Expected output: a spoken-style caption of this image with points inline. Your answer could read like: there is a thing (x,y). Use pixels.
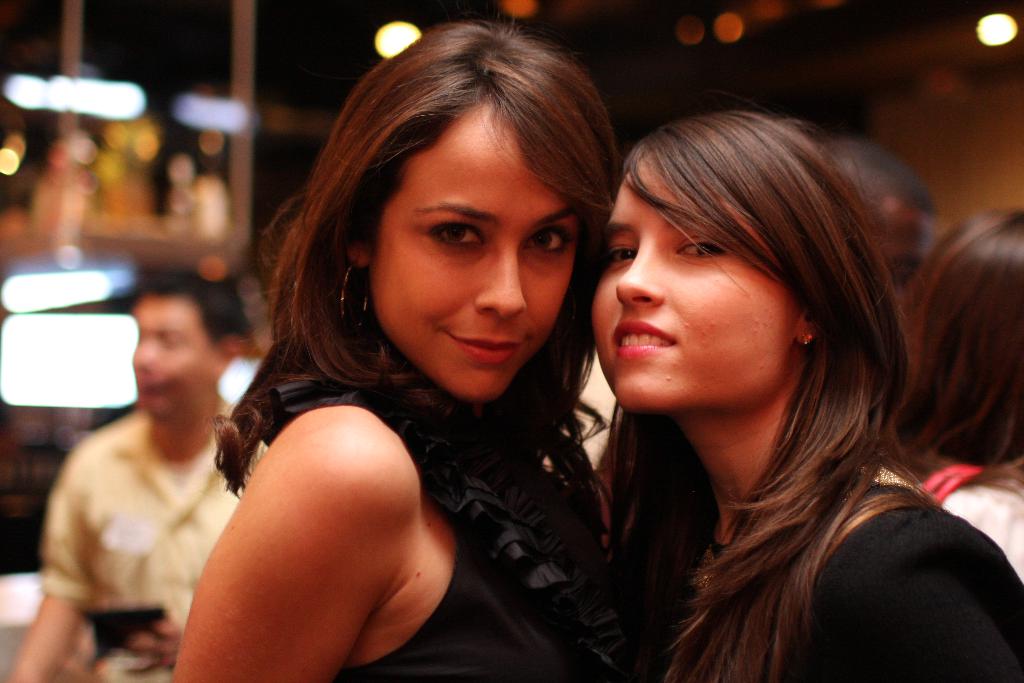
In this image in the front (530,462) there are women (579,522) standing and smiling. In the background (160,390) there is a man (134,512) standing wearing yellow colour shirt (136,556) and there are lights (115,271).
